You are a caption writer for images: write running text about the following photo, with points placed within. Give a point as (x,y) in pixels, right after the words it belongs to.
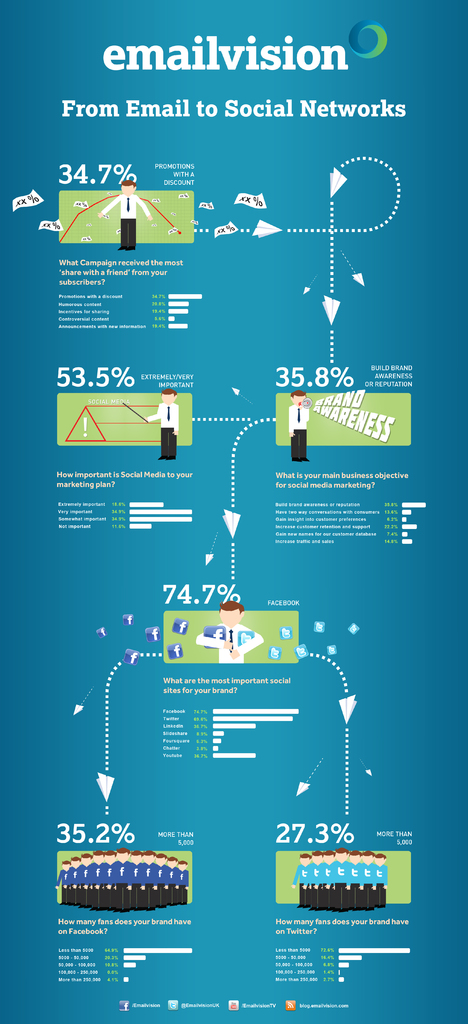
In the image it looks like presentation analysis. And we can see percentages (262,193) and on the above it is written as "Email vision".
